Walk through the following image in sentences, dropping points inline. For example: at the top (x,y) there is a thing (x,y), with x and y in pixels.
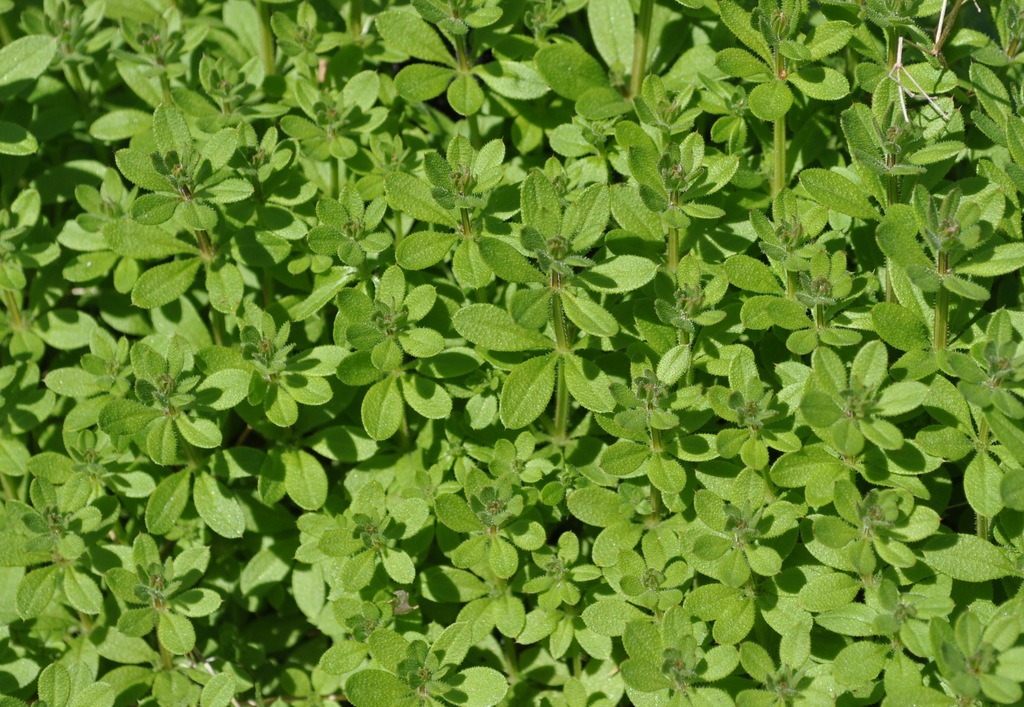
In this image we can see some herbs (456,410).
